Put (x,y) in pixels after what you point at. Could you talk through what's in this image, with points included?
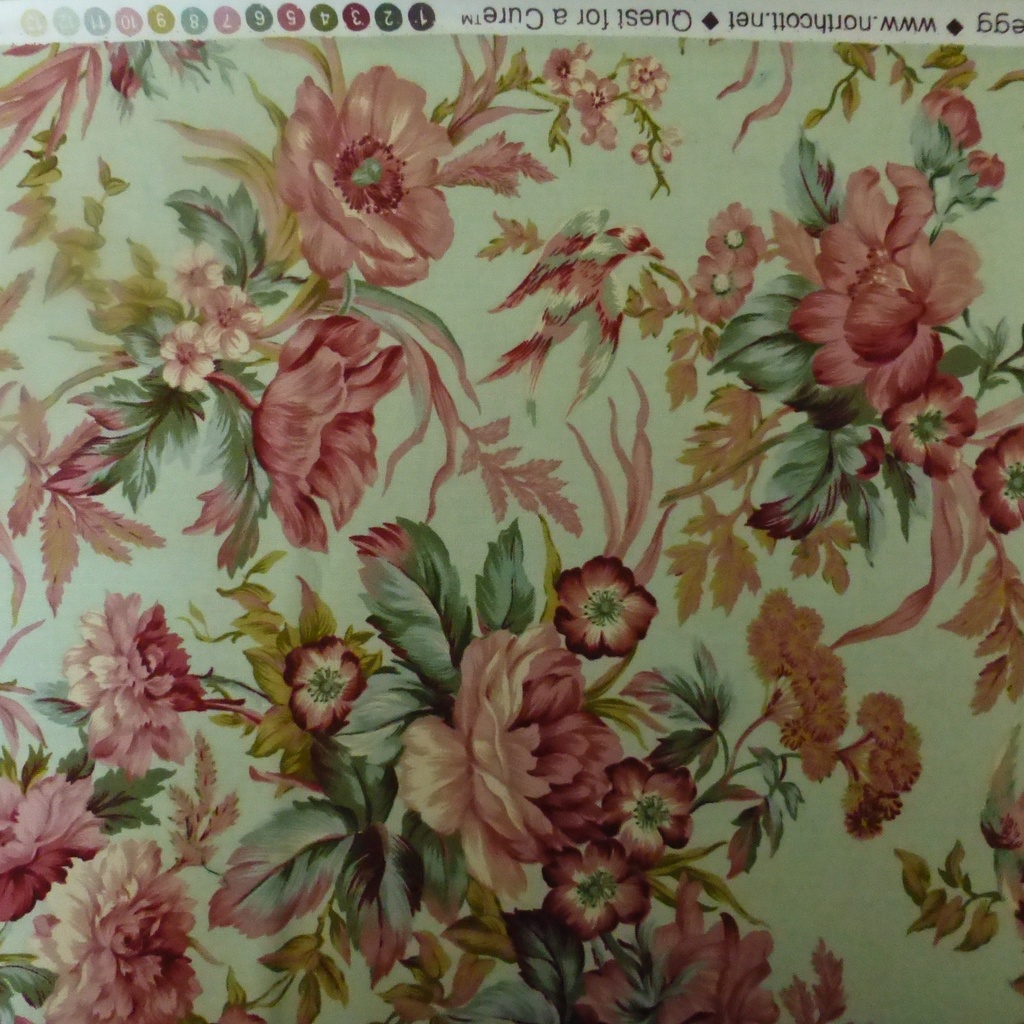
This is a cloth (724,486). In this picture we can see flowers (596,605), leaves (406,322) and some text (509,24) are present.
